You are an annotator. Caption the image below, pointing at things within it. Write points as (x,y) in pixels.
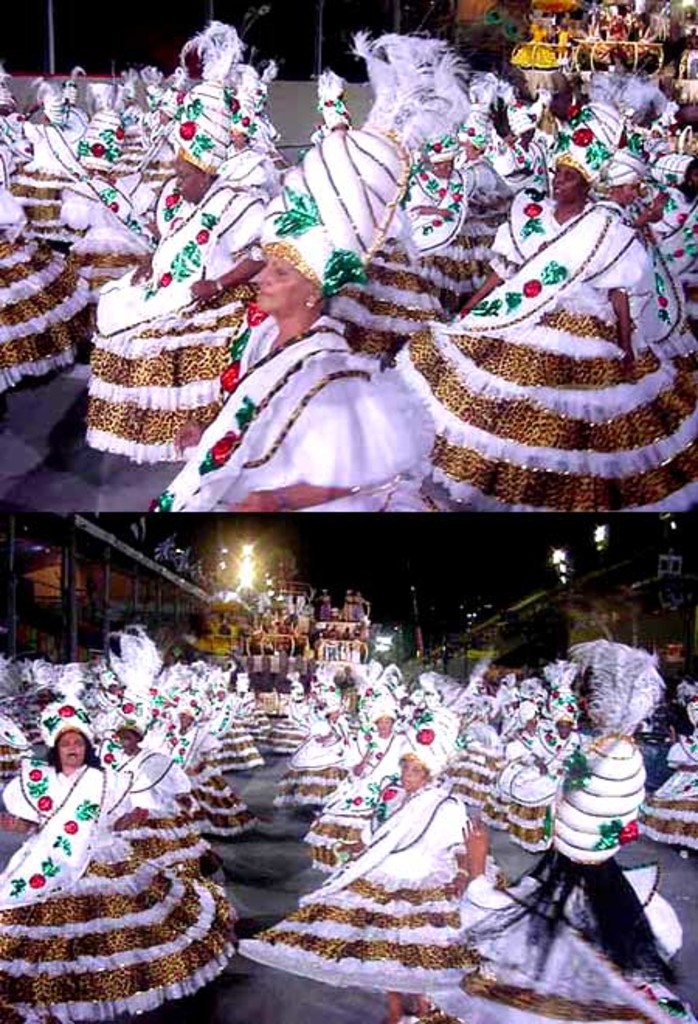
This is an image with collage in which we can see a group of people (484,483) wearing the costumes (450,680) standing on the ground (684,997). We can also see some lights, poles (421,654) and some buildings (116,592).
